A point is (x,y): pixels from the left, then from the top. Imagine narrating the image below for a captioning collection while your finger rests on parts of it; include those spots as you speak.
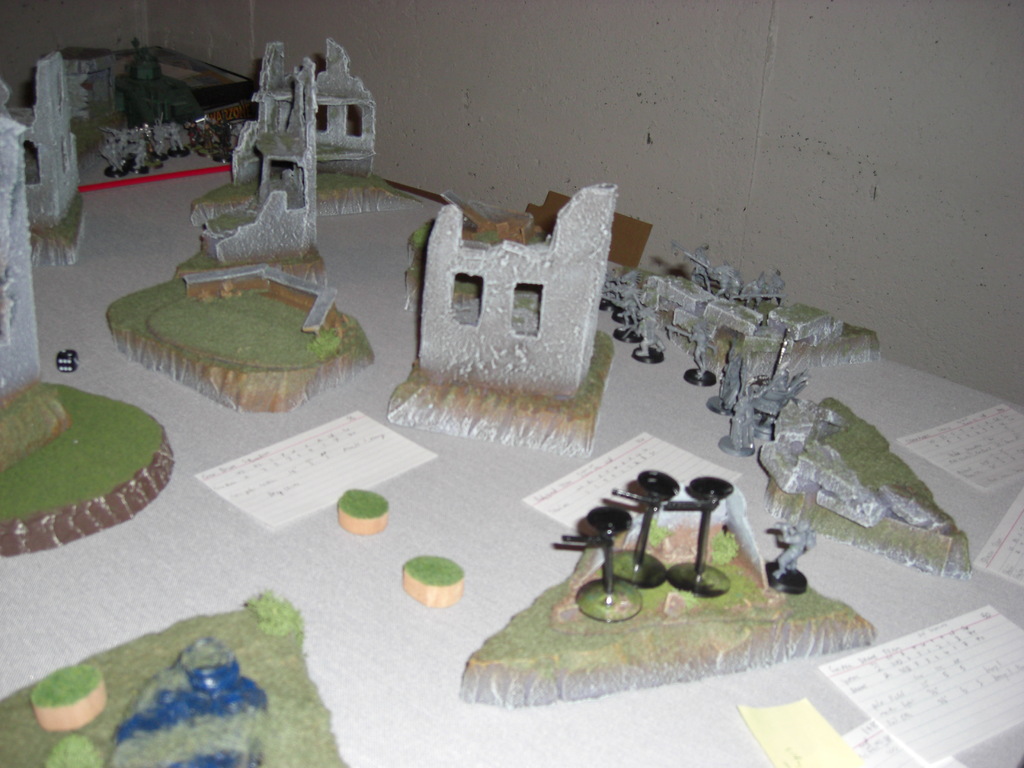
This is the picture of a miniature (584,418). In this image there are artificial buildings (426,360), a table (306,532) and there is grass (152,420). At the back (940,173) there's a wall (700,139).
